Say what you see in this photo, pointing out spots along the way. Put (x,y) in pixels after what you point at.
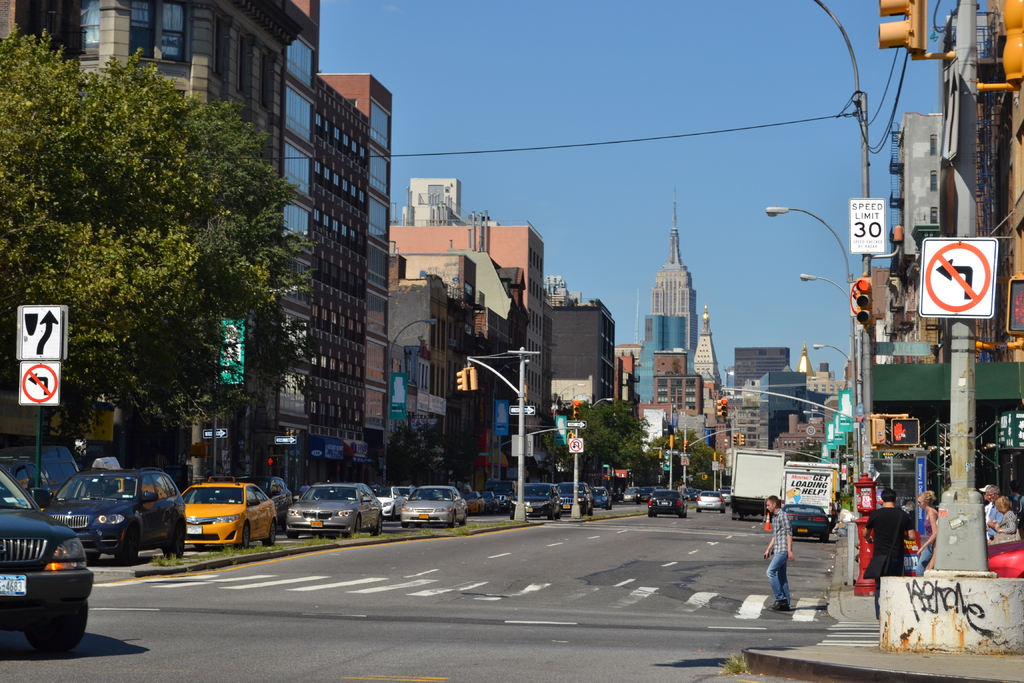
In this picture I can see there are few vehicles (329,486) moving, there are few poles (956,529) with lights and there are trees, poles (800,210) with traffic lights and there are a group of people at right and the sky (616,103) is clear.
